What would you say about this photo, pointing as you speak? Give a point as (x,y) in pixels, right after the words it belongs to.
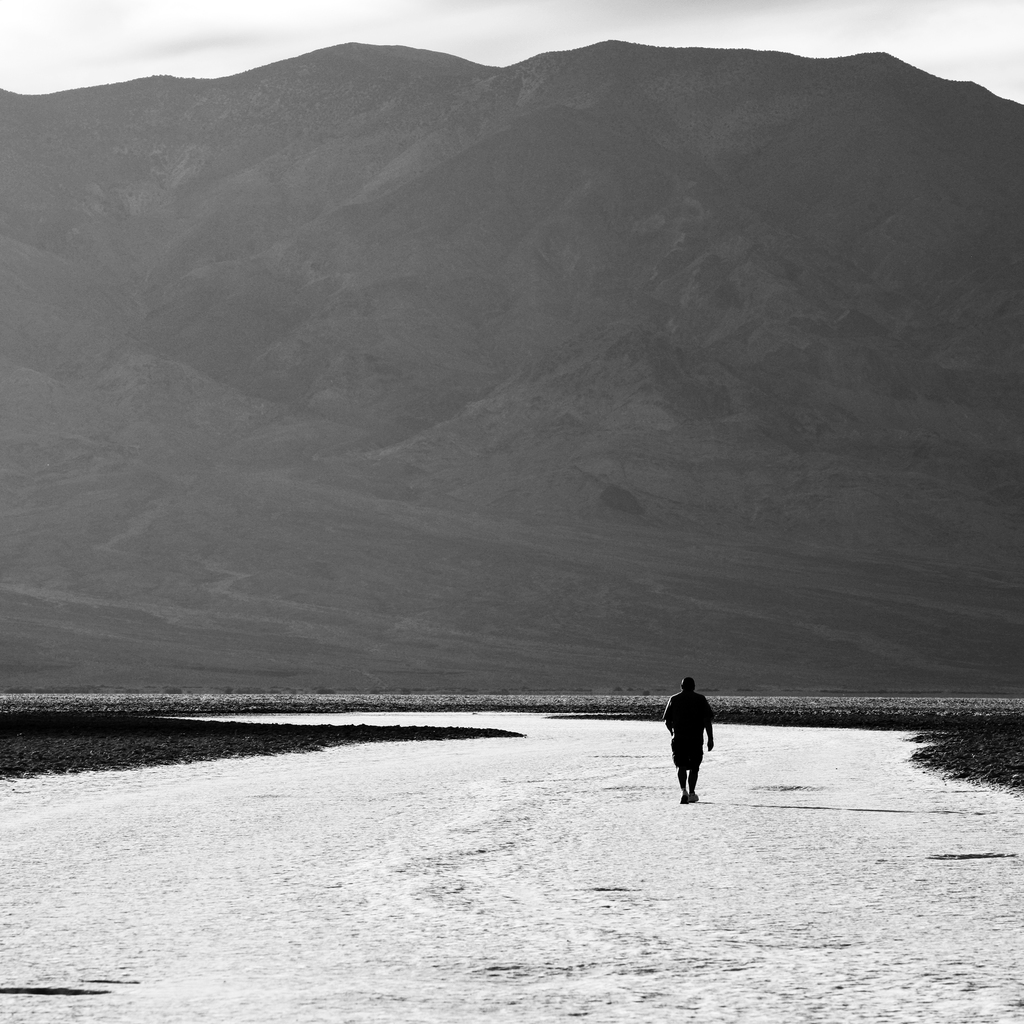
It is a black and white image. In this image, we can see a person (675,754) on the walkway (740,878). Background (900,465) we can see the hill (693,308) and sky (990,39).
